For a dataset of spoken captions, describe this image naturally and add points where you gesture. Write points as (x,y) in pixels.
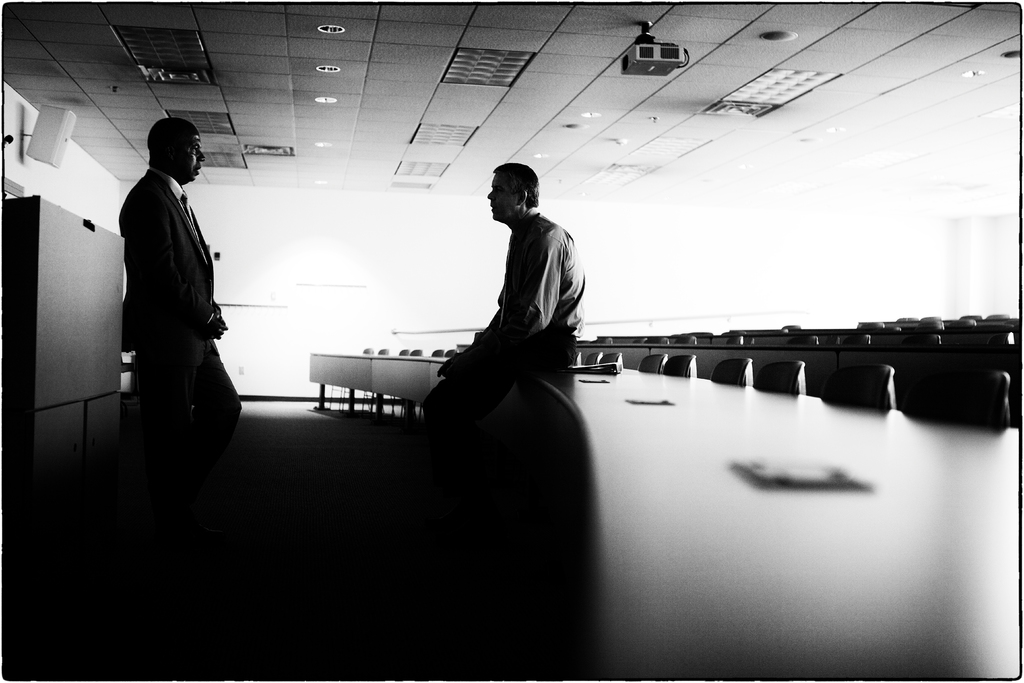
In this image we can see two persons (180,251). One is standing and the other is sitting. We can also see the chairs (934,399) and wooden benches (636,436). At the top (343,106) we can see the ceiling (608,16). We can also see the projector (670,67), an object (60,352) on the left (33,314). It is a black and white image and the image has borders (2,408). We can also see the ceiling lights (970,77).
